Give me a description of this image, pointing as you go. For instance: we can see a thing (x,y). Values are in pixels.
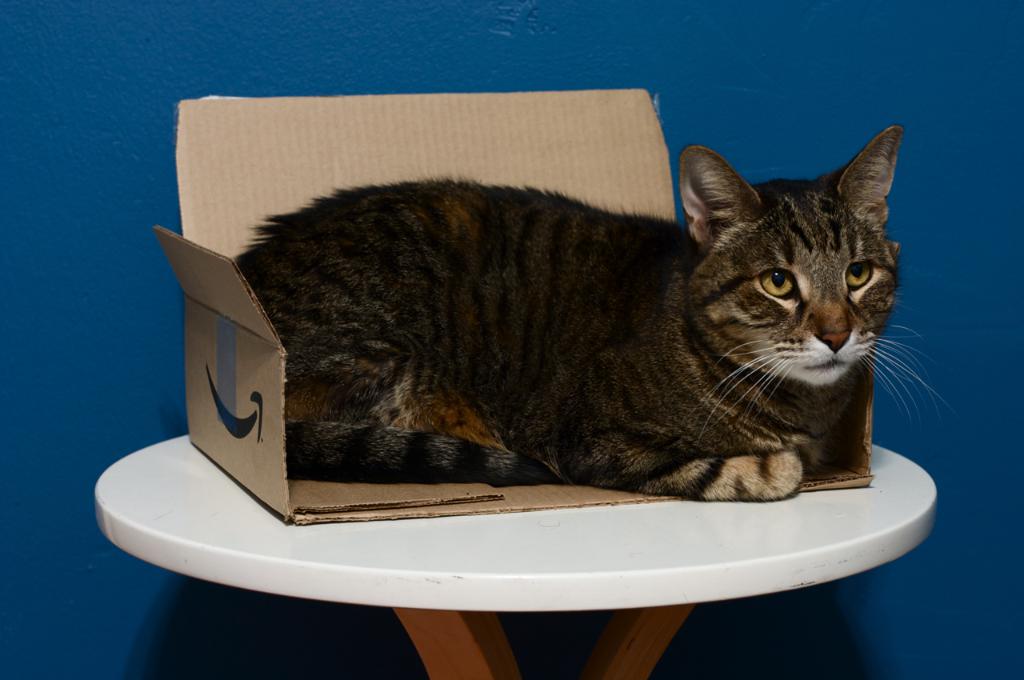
In this image i can see a cat (583,434) is sitting on a table (659,628).
